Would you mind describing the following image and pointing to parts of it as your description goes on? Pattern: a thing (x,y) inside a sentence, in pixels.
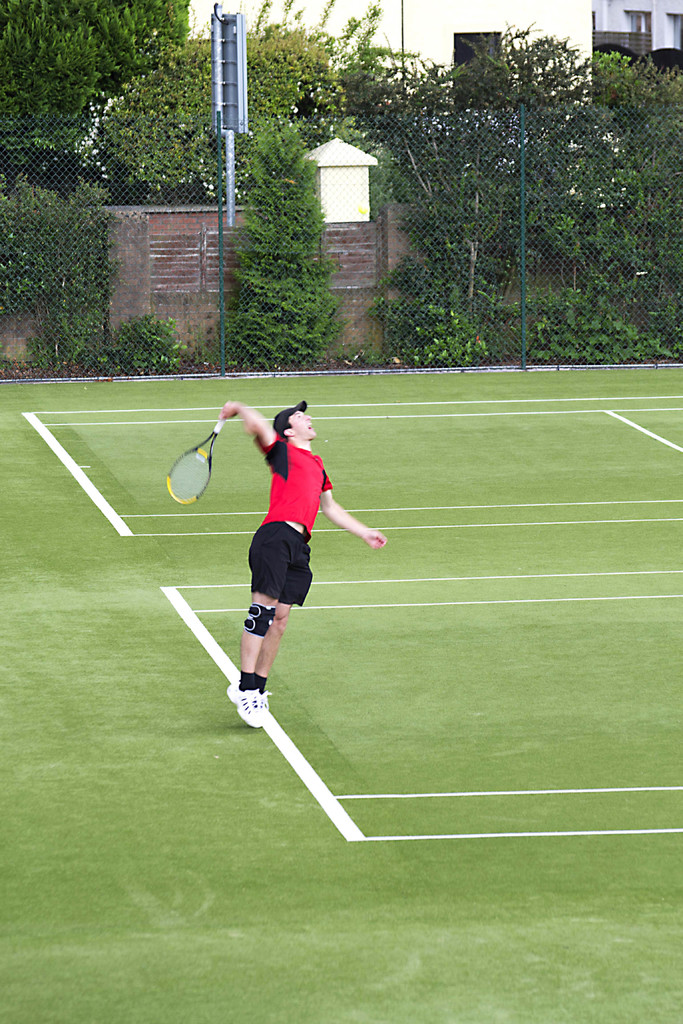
This is the man (302,568) wearing red T-shirt (299,507), black short (274,560), cap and shoes (250,707). He is holding tennis racket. I think he is playing tennis. This looks like a tennis ground (489,688). These are the trees (250,177) and small plants (148,353). This is a pole (233,178). I think this is a thin metal fencing sheet (558,228). This is the compound wall (214,257). I think these are the buildings (492,34).
